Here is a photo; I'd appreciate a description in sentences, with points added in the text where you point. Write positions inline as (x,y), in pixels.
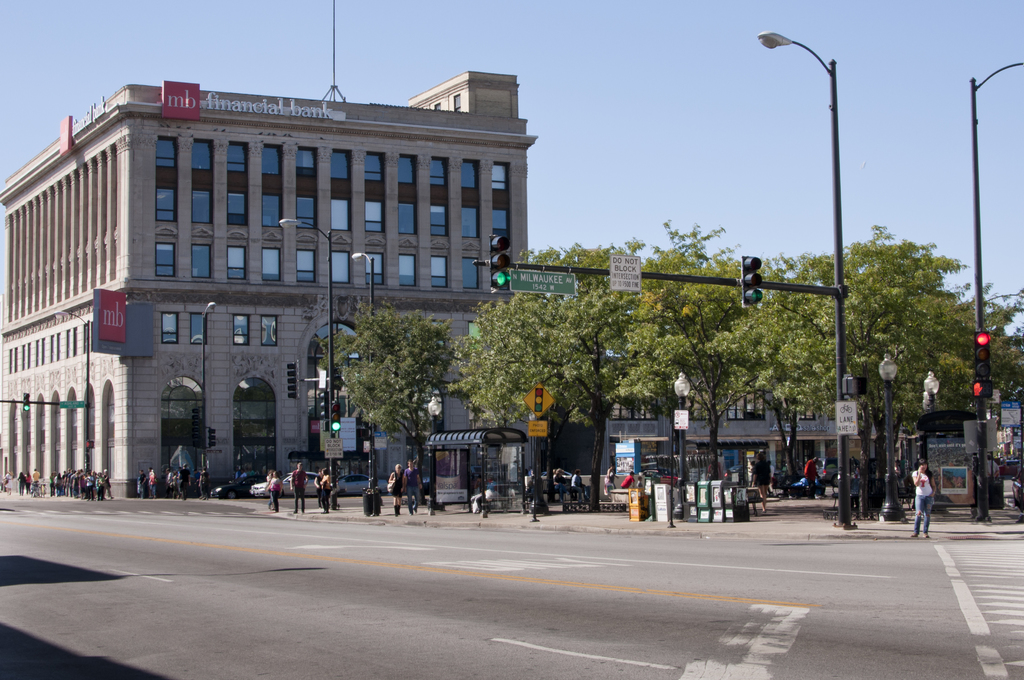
In this image I can see the road (384,569). To the side of the road (500,554) there are signal poles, few people (303,493) standing and many trees (594,393). I can also see the boards (438,453). In the background (387,476) I can see the building (450,169) and the sky (450,56).
